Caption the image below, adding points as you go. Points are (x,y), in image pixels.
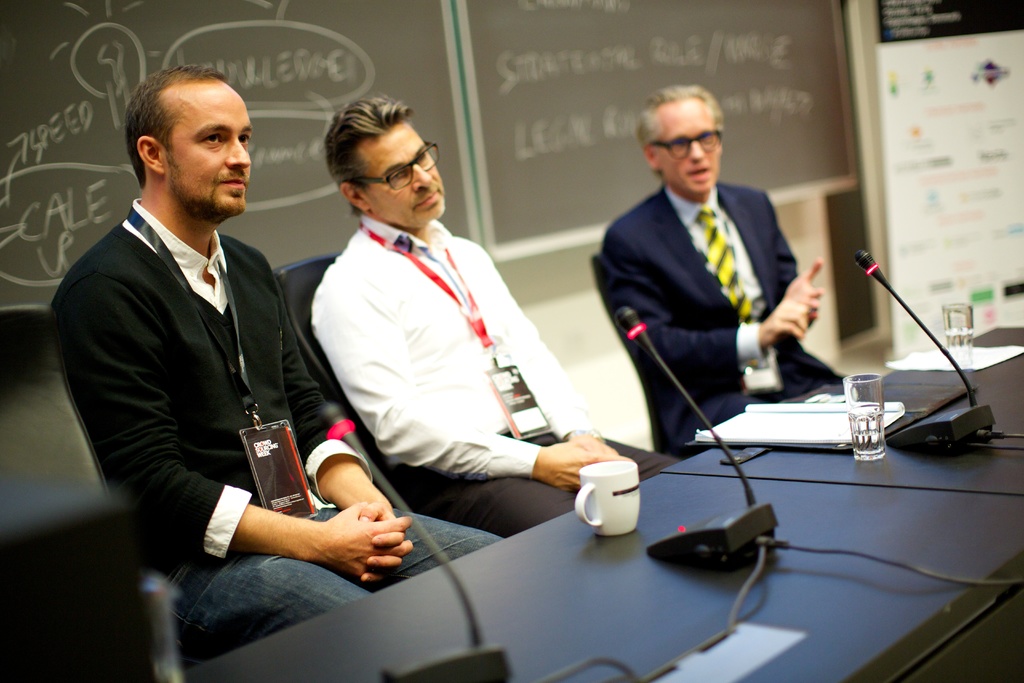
There are three persons (569,424) sitting on the chairs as we can see in the middle of this image (602,286). There is a table (692,614) at the bottom of this image (832,582). There are some Mics (964,443), a coffee cup (620,508), glass (873,424) and some papers (821,419) are kept on this table (802,502). There is a board (497,135) in the background (543,128).
